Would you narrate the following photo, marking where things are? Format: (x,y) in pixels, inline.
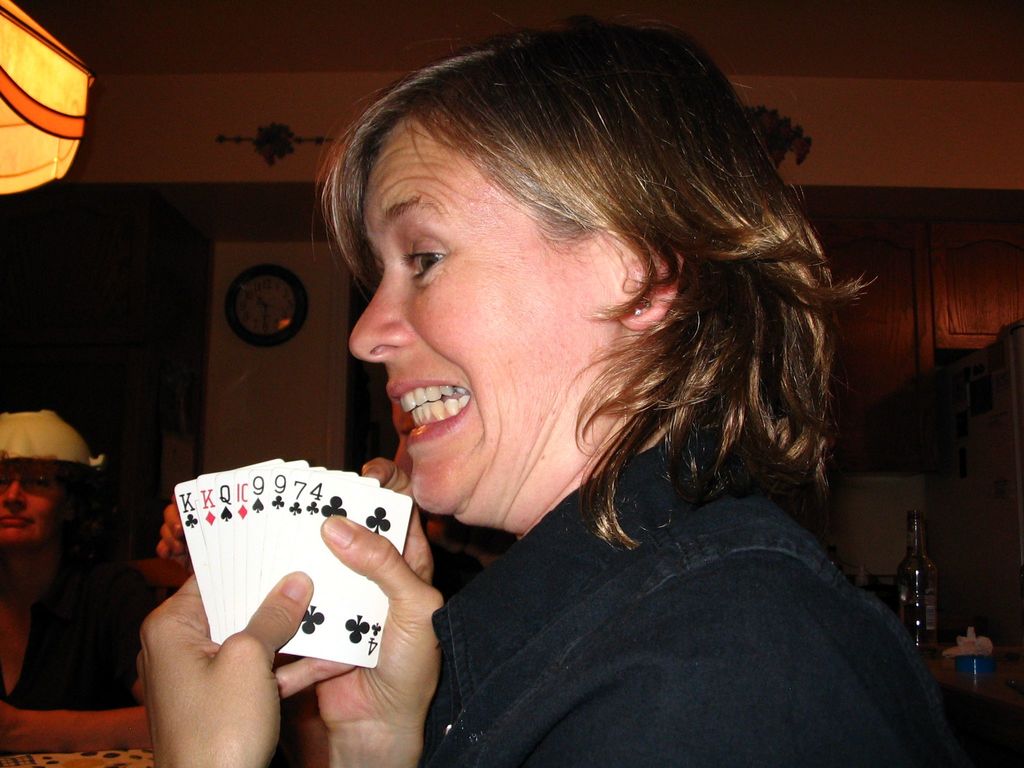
In this picture there is a woman (700,559) wearing a black color coat (617,683) showing the white playing card (363,487) and giving a pose into the camera. Behind there is a yellow color wall (224,307) and clock (241,293).
